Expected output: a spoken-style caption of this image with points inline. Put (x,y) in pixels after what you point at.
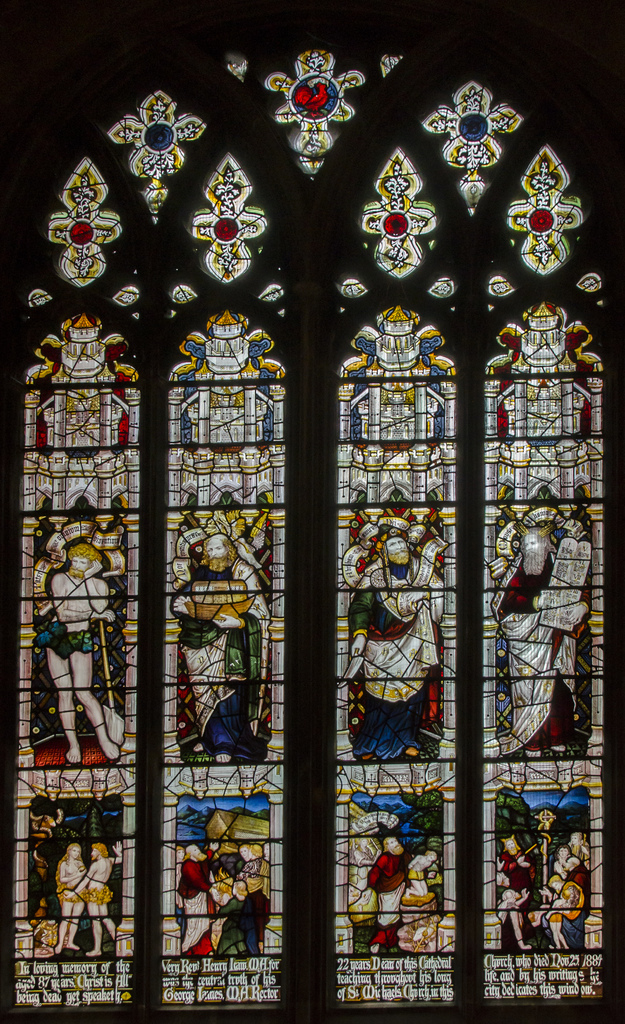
This picture shows a window (365,492) with designer glass (349,917).
